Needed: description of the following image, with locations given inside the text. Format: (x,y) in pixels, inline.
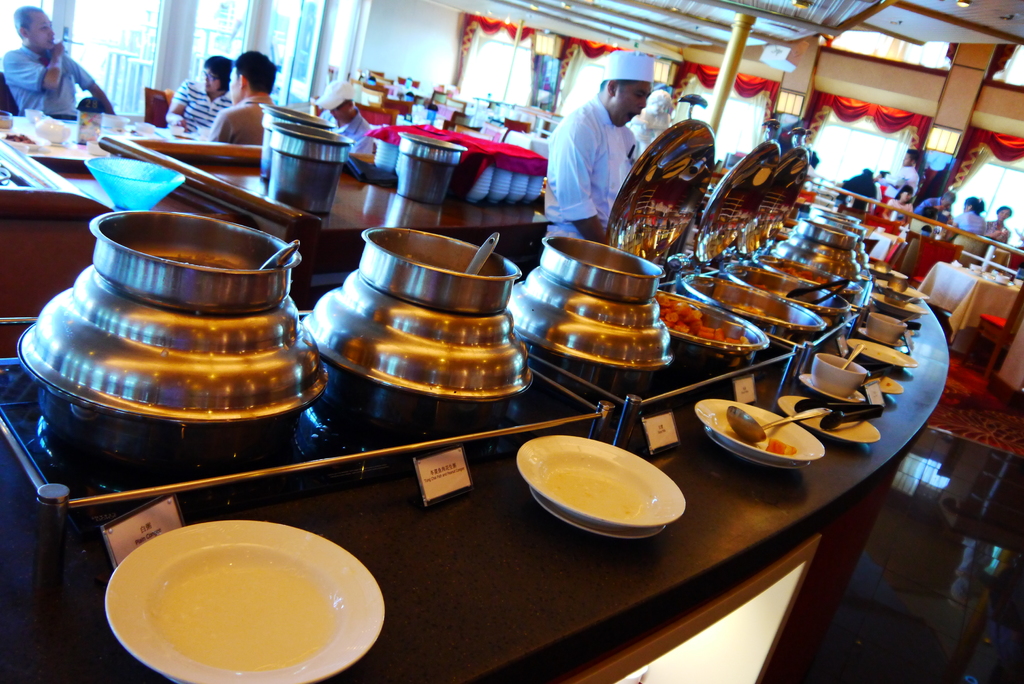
In this image there are tables (327,524) and we can see vessels (397,281), bowls (184,545), trays (770,341), spoons (738,419), spatulas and some food (720,327) placed on the tables (546,387). There are people (258,111) sitting and some of them are standing. At the top (996,188) there are lights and we can see windows (304,61). In the background (593,54) there are curtains (764,89). We can see chairs (1002,316) and walls (416,54).
